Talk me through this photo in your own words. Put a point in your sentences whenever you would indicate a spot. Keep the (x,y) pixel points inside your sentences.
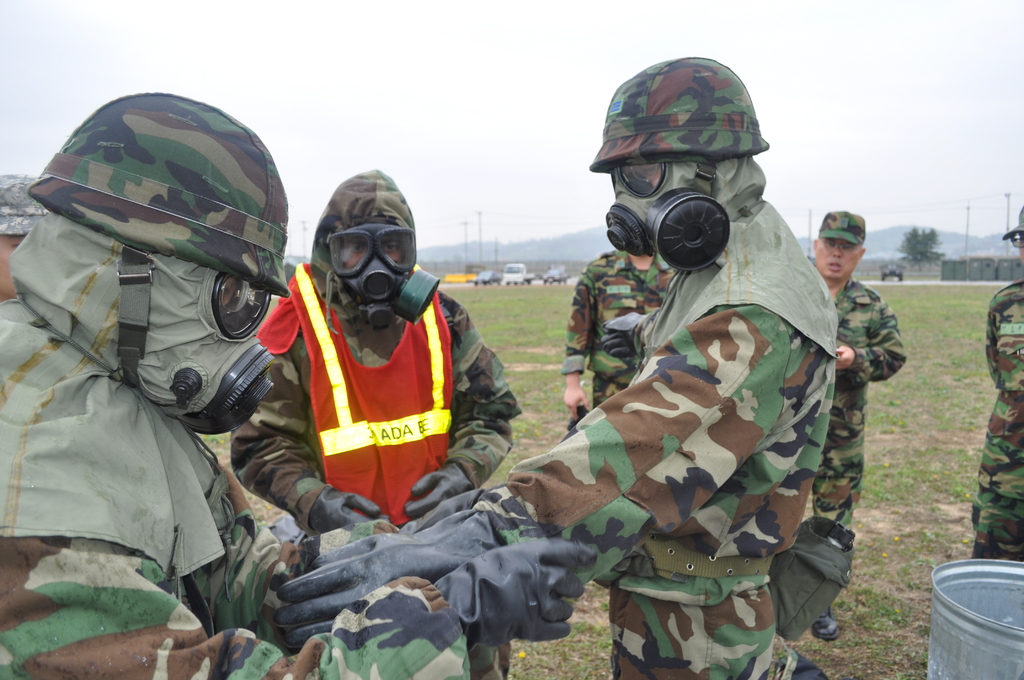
In the foreground of this image (453,457), there are three men (394,438) standing wearing jackets (589,417), gloves (561,541) and masks (656,212). Behind them, there are three men (619,305) standing on the grass (919,564) and a container (999,627) on the right (983,634). In the background (535,247), there are vehicles (565,276), poles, a tree (928,253), mountains (498,244) and the sky (395,69).
